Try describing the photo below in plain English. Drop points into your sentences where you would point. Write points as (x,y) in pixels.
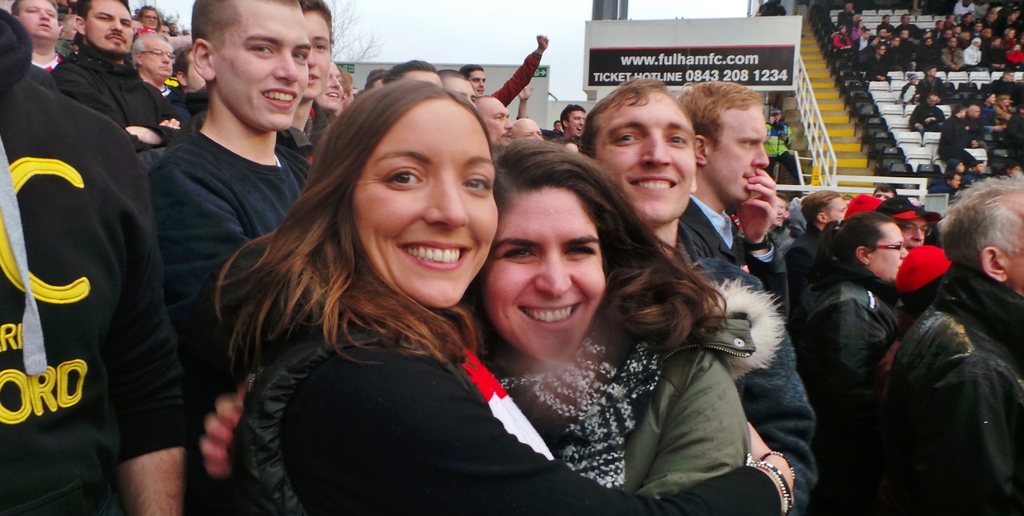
In front of the image there are four people (323,260) having a smile on their faces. Behind them there are a few other people (883,397) standing. On the right side of the image (879,105) there are people (961,133) sitting on the chairs (911,156). There is a railing (828,168). There is a hoarding (764,85). In the background of the image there are trees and a building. At the top of the image (527,35) there is sky (478,16).
